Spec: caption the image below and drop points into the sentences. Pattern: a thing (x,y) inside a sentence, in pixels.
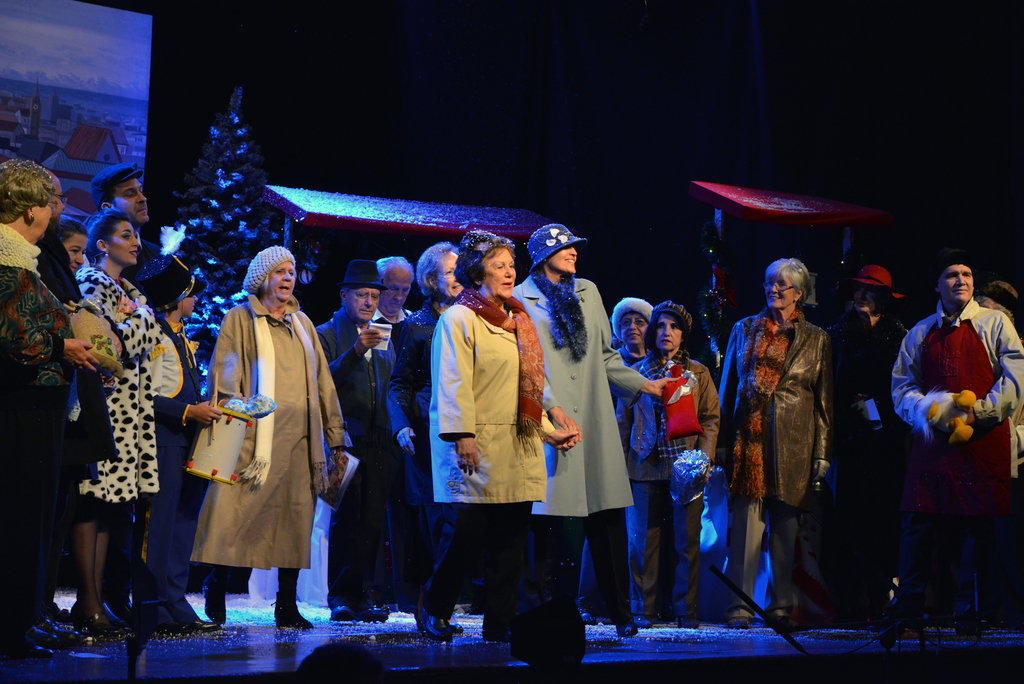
In this image there are many people (188,348) standing on the floor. Behind them there is a tree (219,237). The background (299,69) is dark.
